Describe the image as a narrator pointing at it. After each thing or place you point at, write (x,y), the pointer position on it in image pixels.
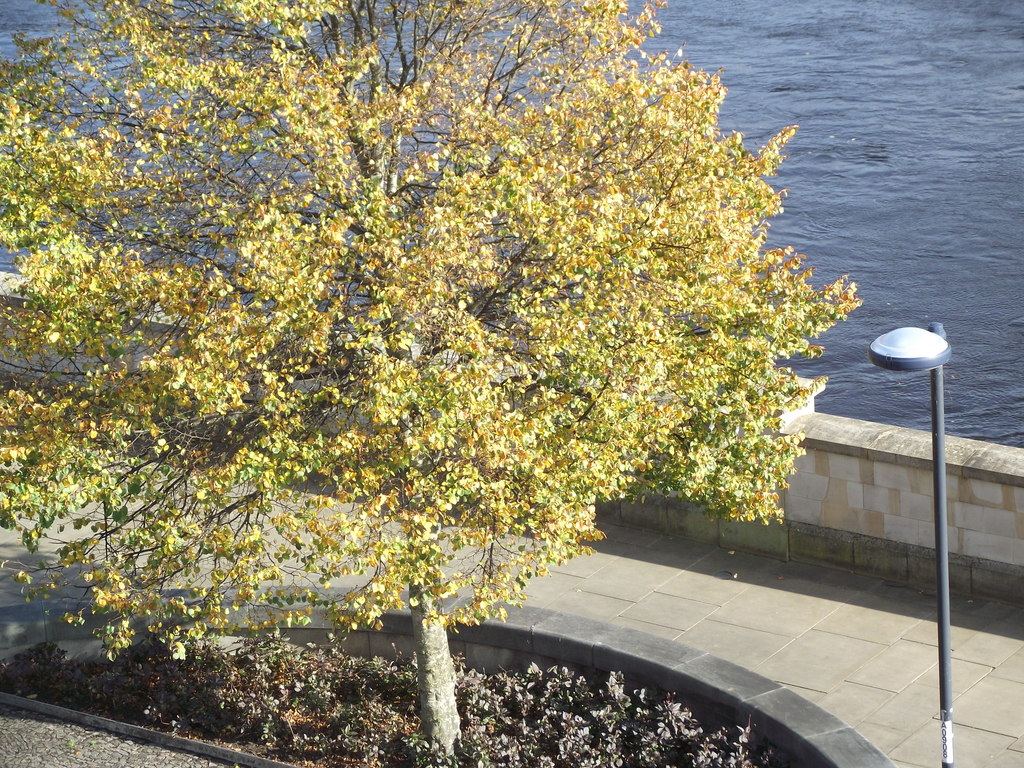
In the center of the image (653,415) we can see a tree (451,100). On the bottom (660,744) we can see plants (371,668). On the right (896,337) there is a street light (931,337). In the background (947,297) we can see water (920,200). Here we can see wall (850,520).
